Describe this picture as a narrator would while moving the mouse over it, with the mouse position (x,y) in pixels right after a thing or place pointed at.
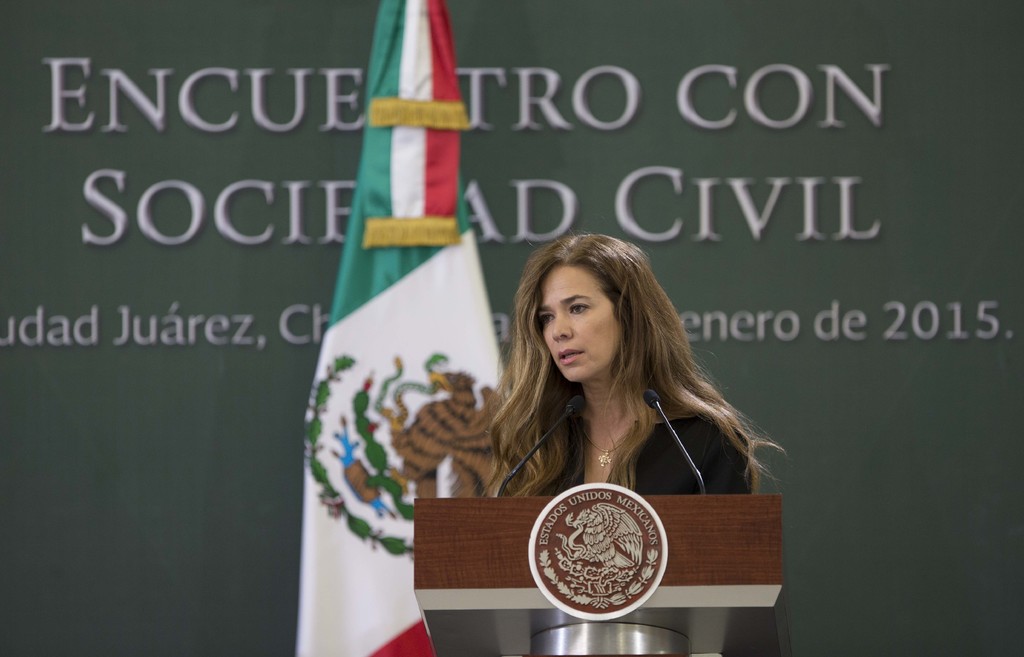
In this image we can see a woman (542,359), podium (444,575), flag (488,320) and in the background (515,165), we can see a board (291,187) with some text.
